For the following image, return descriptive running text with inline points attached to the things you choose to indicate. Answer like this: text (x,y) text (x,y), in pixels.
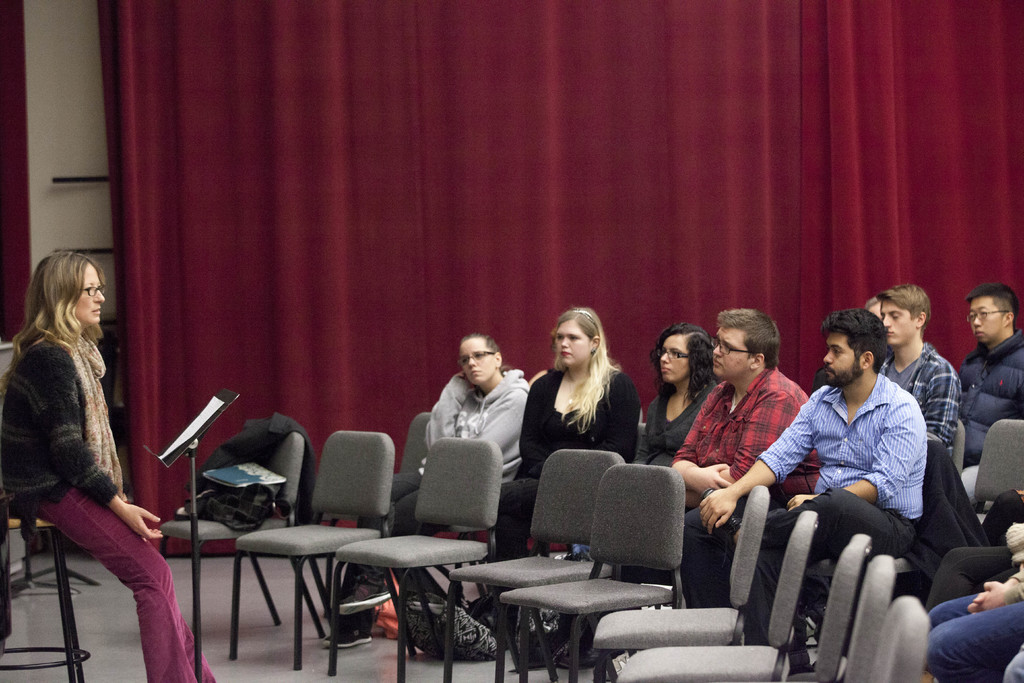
In this picture I can see group of people (97,483) sitting on the chairs (337,543), there is a paper (199,415) on the stand (220,410), and in the background (315,130) there are curtains (152,102).
